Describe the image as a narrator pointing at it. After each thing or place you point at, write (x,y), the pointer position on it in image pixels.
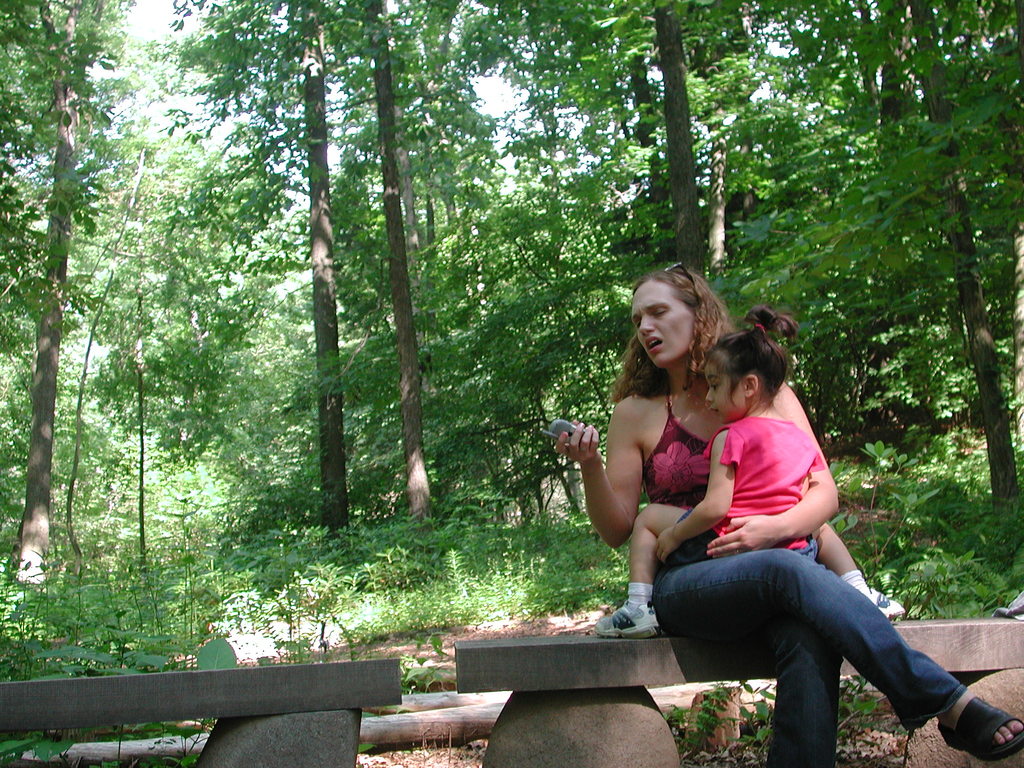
There is a woman (914,670) sitting on a bench (521,695) holding a baby (830,563) on the lap (678,568) and a phone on the other hand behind her there are so many trees (956,11).
